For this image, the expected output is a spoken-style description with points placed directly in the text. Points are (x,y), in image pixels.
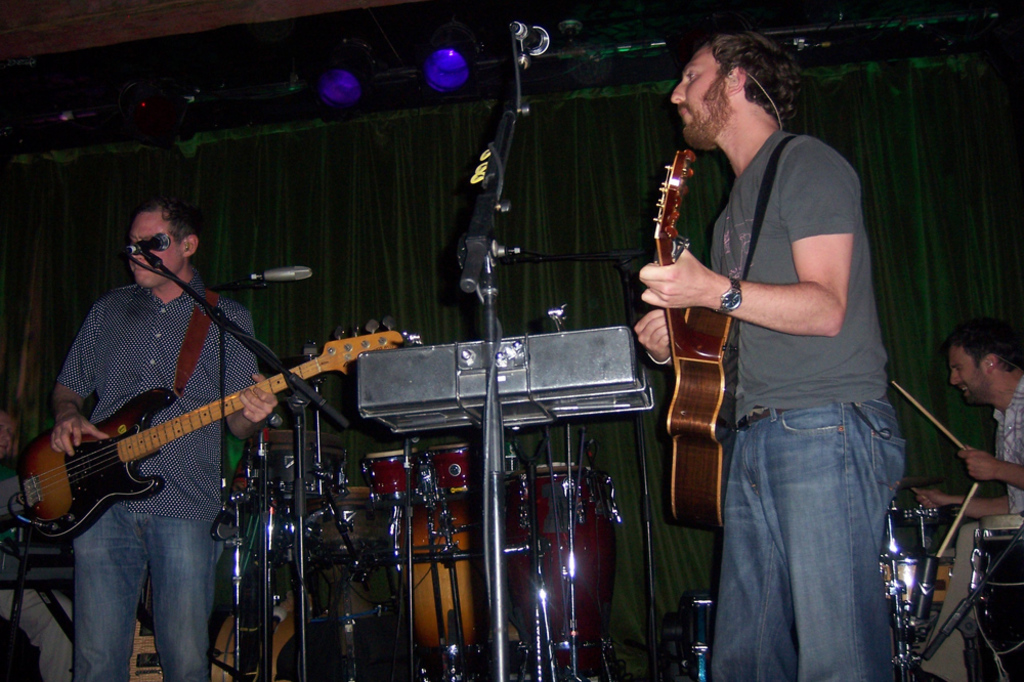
This image is clicked in a concert. There are four persons (108,321) in this image. In the front (787,303), the two men (738,465) are playing guitars (63,531). In the middle (489,275) there is a mic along with mic stand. To the right (981,380), the man (938,502) is playing drums (1008,559). In the background (505,184), there is a curtain (892,145).
